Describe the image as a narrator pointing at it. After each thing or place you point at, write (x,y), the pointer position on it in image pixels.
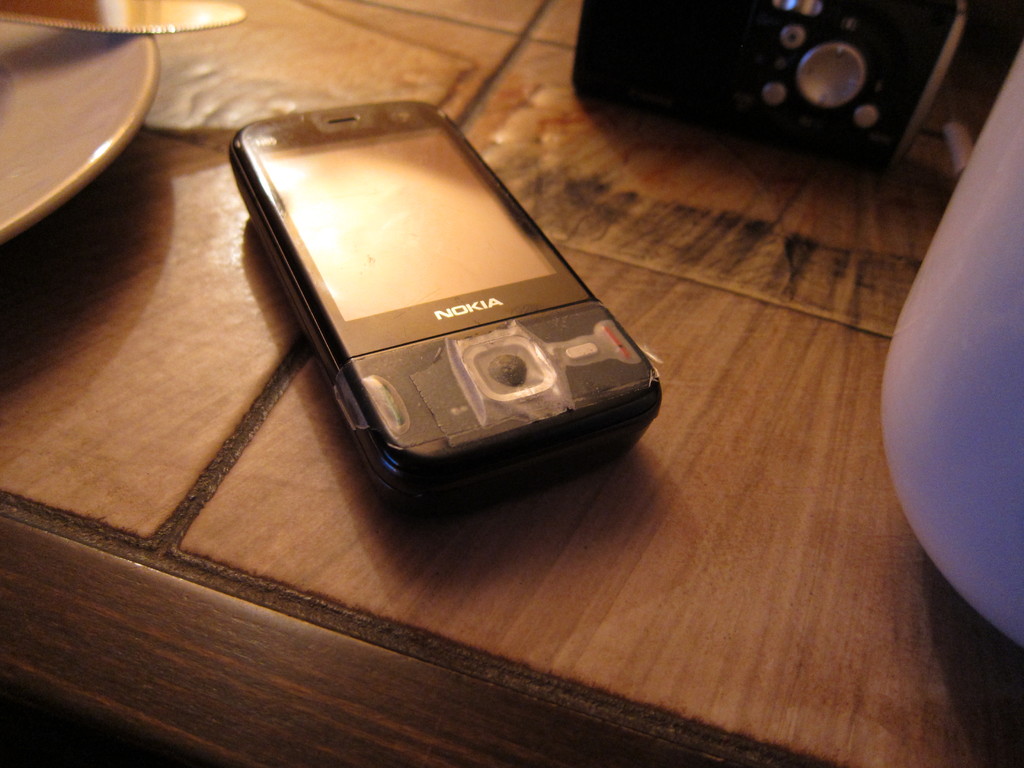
In this image there is a mobile (370,191), camera (921,99) and a plate (63,128) are on the table (565,482). Right side (944,544) there is a cup (951,524) on the table (809,549).
